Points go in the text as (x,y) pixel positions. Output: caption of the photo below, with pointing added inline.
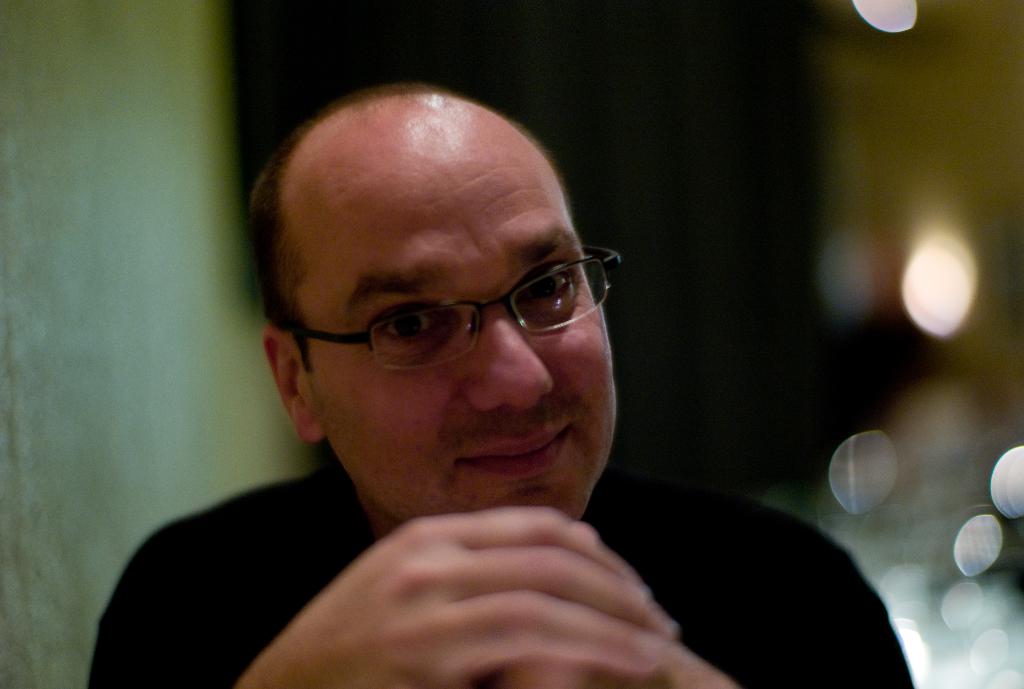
In this image we can see a man (445,445). He is wearing glasses (453,316) and a black color dress (219,524). The background (857,374) is blurry.
